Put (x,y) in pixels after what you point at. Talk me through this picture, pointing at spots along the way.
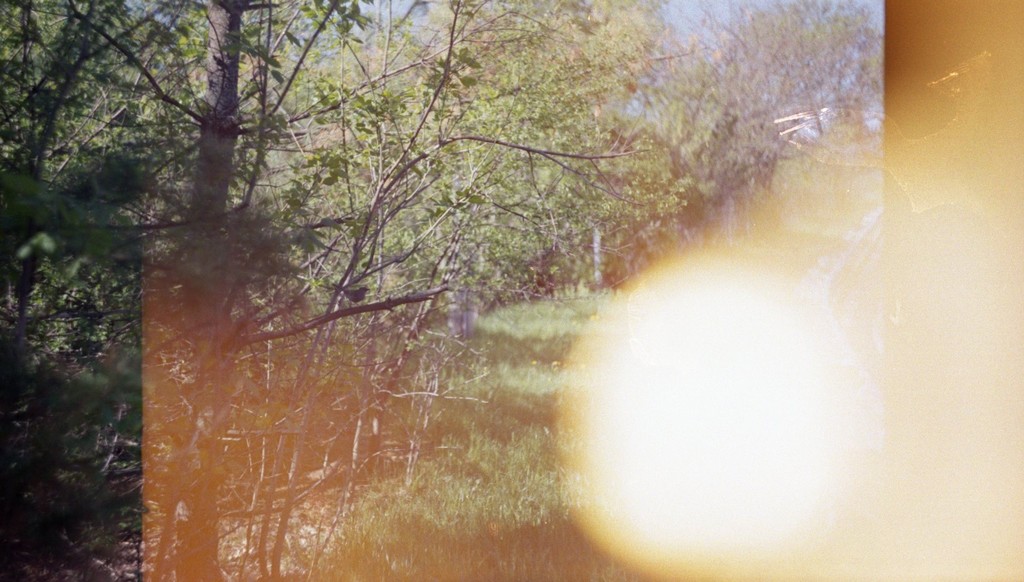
In this image, we can see some trees (453,62) and plants (400,406). We can also see the sky (354,34).
